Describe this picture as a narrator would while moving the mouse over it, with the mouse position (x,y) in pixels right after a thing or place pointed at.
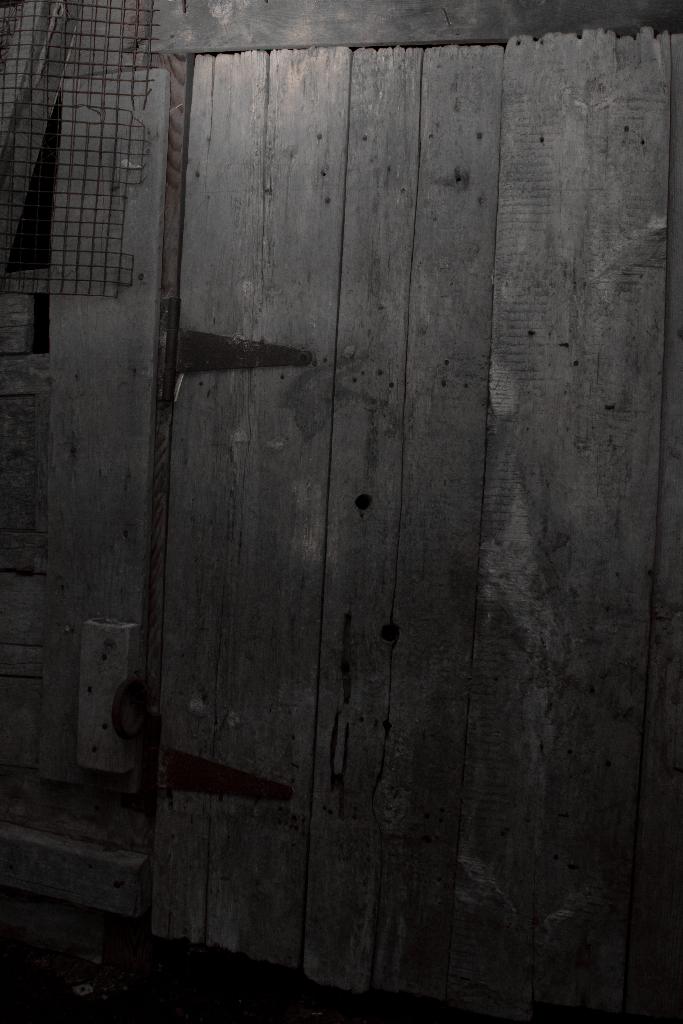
In the image there is a wooden door (475,618) and on the left side of the door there is some object (93,58).
